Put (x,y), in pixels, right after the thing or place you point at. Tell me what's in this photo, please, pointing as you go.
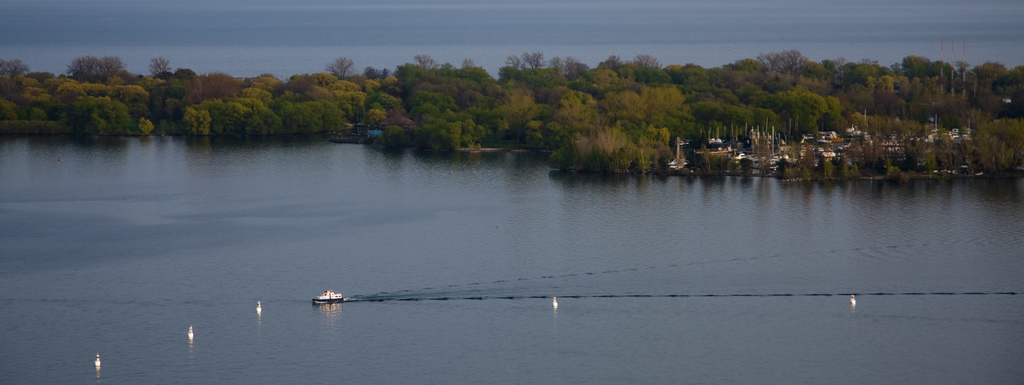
In this picture we can see a boat (326,301) on the water (356,272), in the background (407,100) we can find few trees (607,124) and boats (828,131).
